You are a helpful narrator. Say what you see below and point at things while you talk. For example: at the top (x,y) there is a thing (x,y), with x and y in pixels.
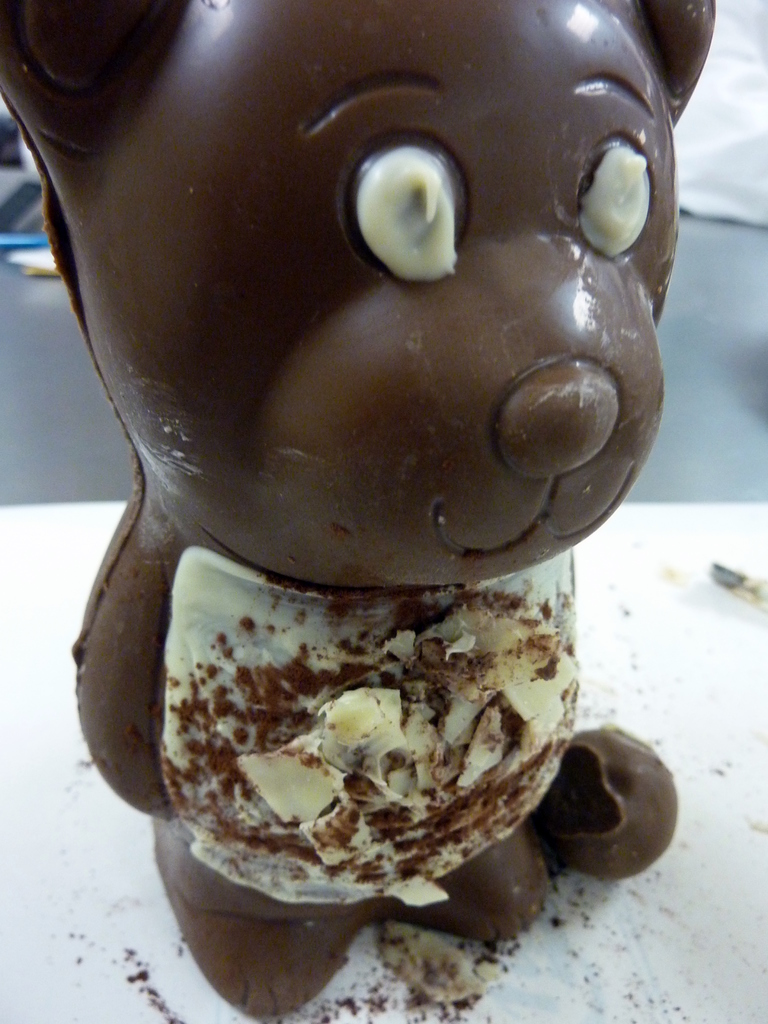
This is a chocolate teddy bear (363,463).
